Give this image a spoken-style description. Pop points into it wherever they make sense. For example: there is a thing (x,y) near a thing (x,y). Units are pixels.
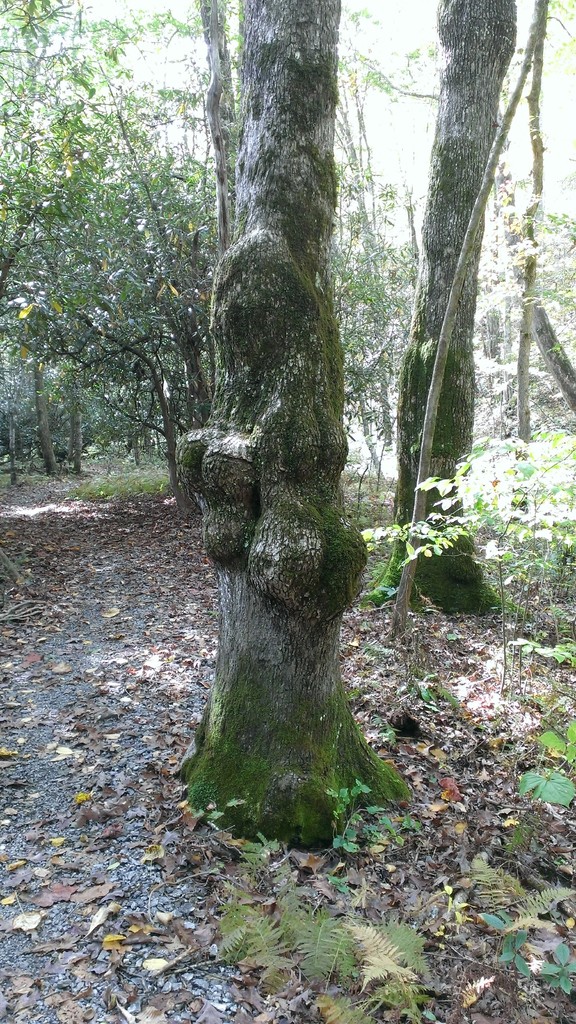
In this picture we can see some trees (213,220), at the bottom (171,756) there are some leaves (173,711).
